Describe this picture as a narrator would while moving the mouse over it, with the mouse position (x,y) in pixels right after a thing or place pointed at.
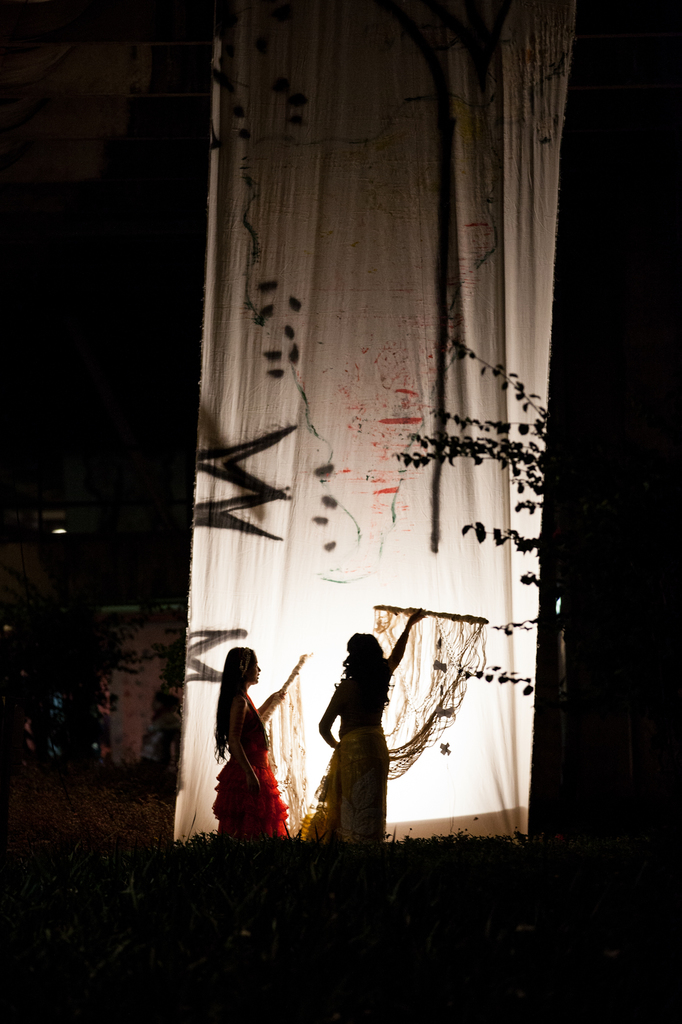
In the center of the image (446,361) we can see a cloth (453,167). At the bottom (251,836) there are two ladies (258,773) dancing and we can see trees (80,685) and lights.
